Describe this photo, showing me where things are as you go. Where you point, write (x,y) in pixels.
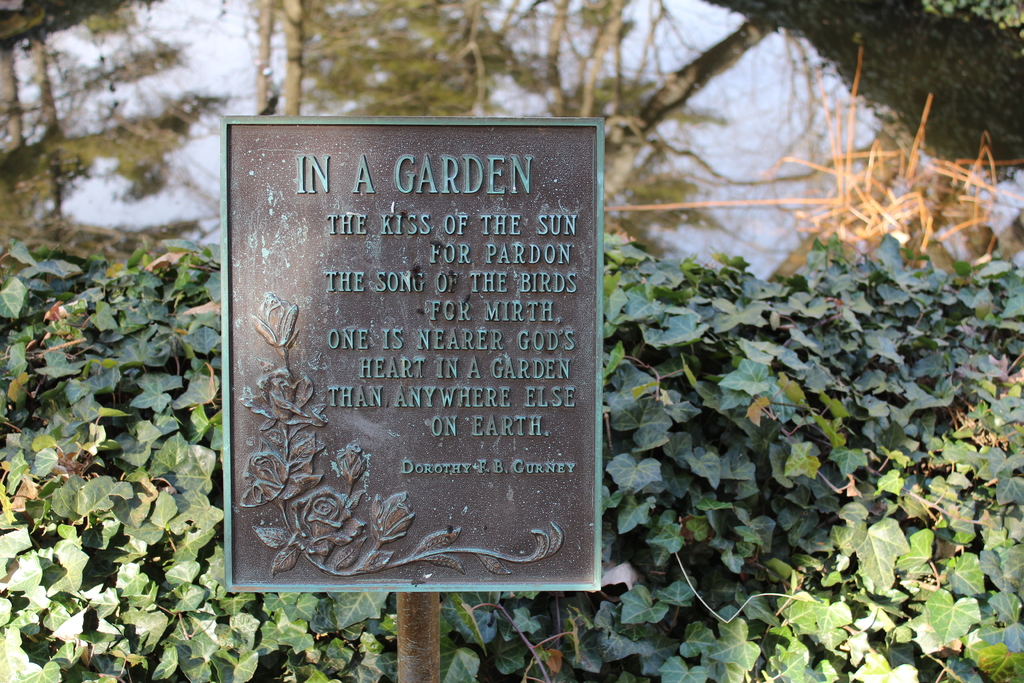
In this image I can see a board (581,430) attached to the pole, background I can see trees (262,58) in green color and sky (240,66) in blue color.
